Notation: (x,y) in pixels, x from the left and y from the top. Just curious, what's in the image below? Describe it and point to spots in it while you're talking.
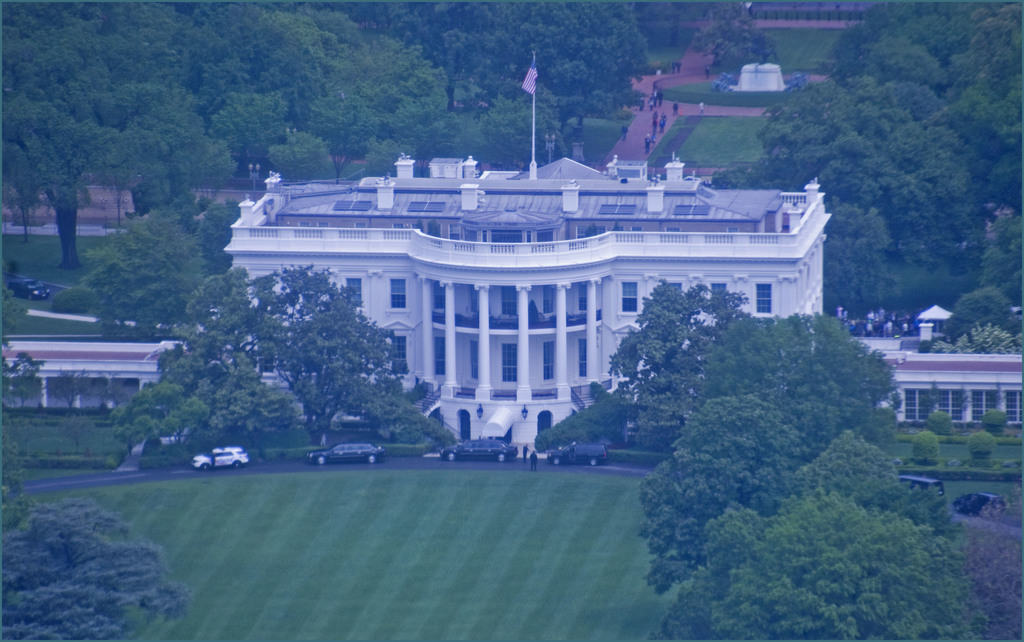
In this image there is a white building (440,272). There are few vehicles (208,461) in front of the building (477,232). There are few people (323,439) in front of the building (462,237). There are few people (874,321) around here. There are many trees (202,279) around the place. On the building (480,206) there is a flag (532,85).
